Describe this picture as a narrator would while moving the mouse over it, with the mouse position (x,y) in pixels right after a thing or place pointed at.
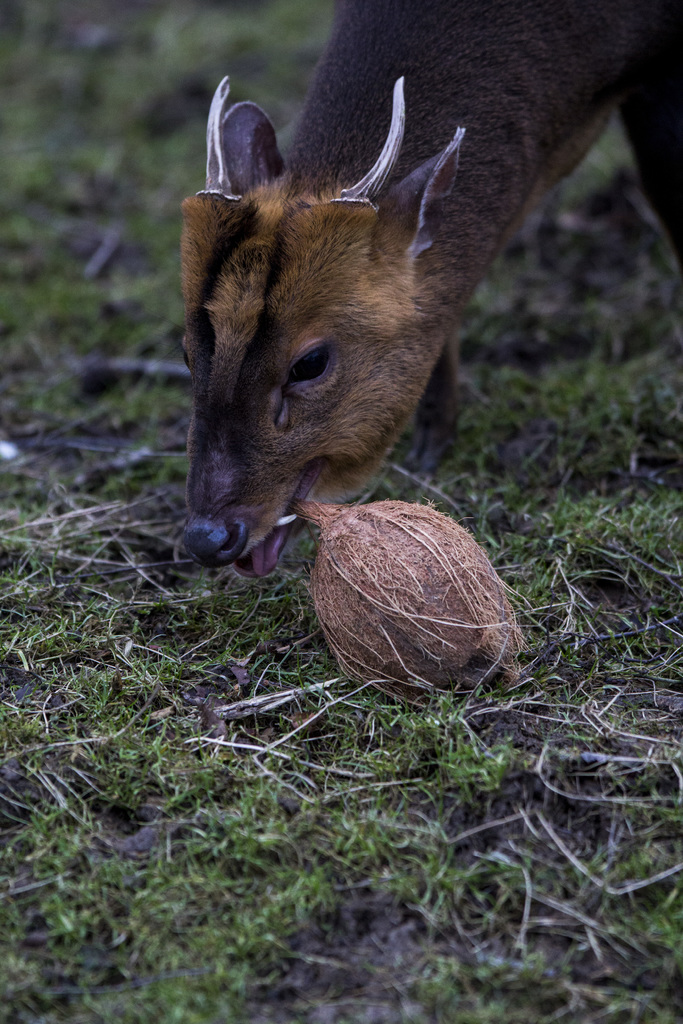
In this image we can see an animal (382,365) eating coconut (389,651) and also we can see the grass (342,757) on the ground (407,757).
